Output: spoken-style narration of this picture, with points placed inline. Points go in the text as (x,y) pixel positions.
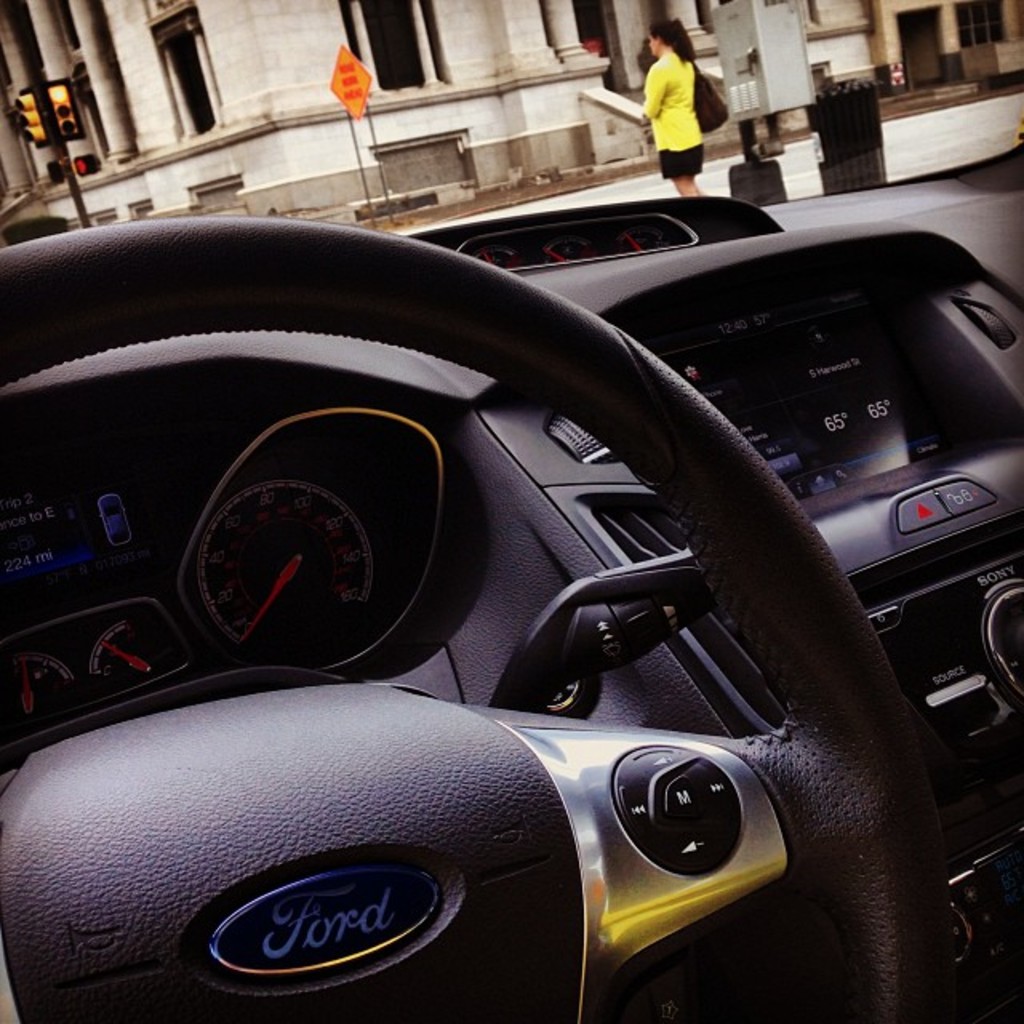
This picture is taken from inside a car (554,447), in this image we can see steering (916,1019), dashboard (856,465) of a car (860,439) through the glass (217,212) we can see a lady (669,102) standing on a footpath (937,136), poles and a building (449,105).
